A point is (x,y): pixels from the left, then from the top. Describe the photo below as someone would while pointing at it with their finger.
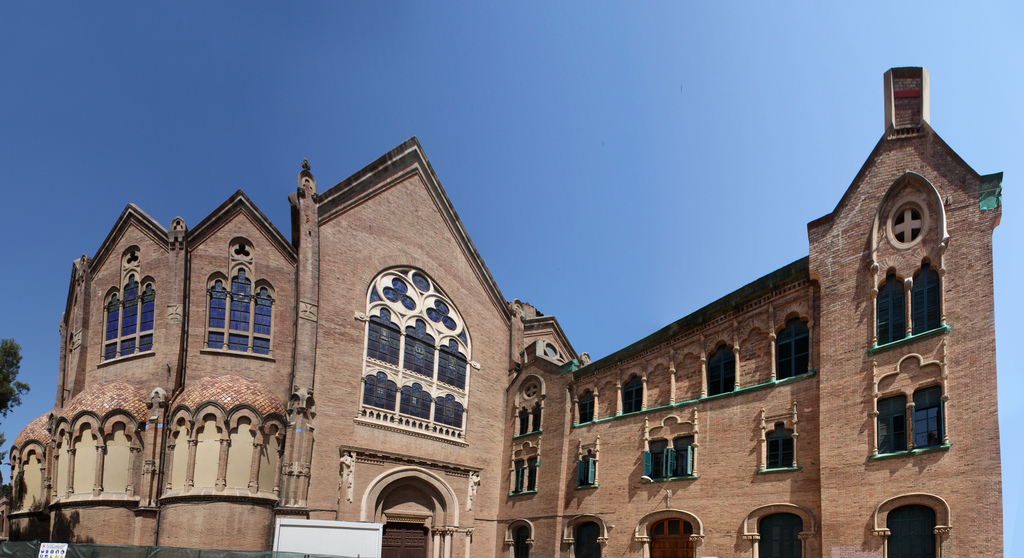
In this picture we can see huge walls (82,526) of a building (232,332) above which the sky (503,143) is blue.
